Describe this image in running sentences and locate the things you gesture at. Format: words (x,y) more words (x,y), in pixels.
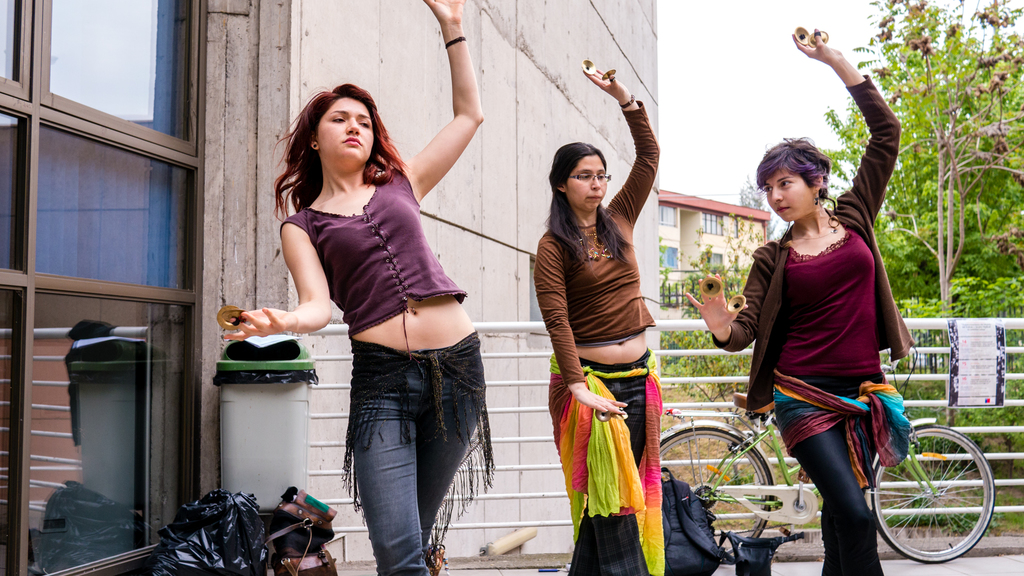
There are people (564,333) in motion and holding musical instruments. We can see bags (297,501) and bin (275,497) on the surface (351,563) and we can see glass (110,185) and wall (572,49). In the background (985,294) we can see board (990,365) on fence (742,378), trees (1004,266), building (733,236) and sky (690,49).
